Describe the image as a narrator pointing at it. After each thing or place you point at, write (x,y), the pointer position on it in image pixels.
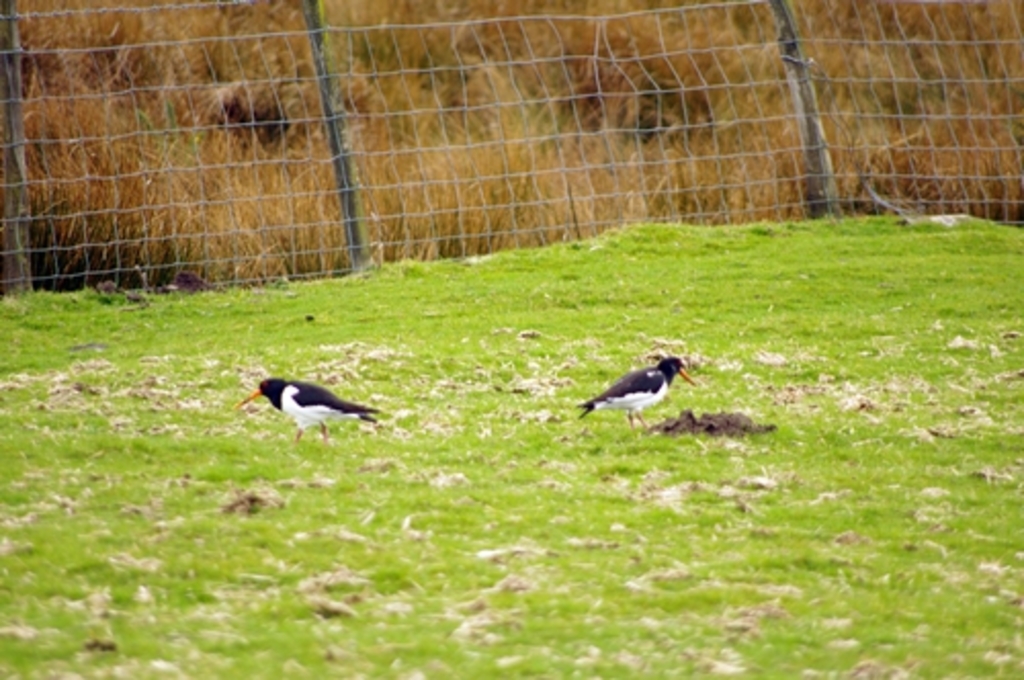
In this image there is a ground (515,508). There are two birds (631,421) standing on the ground (620,456). There is grass (259,311) on the ground (455,467). Behind them there is a net (391,73). In the background (419,116) there are dried plants (418,107).
